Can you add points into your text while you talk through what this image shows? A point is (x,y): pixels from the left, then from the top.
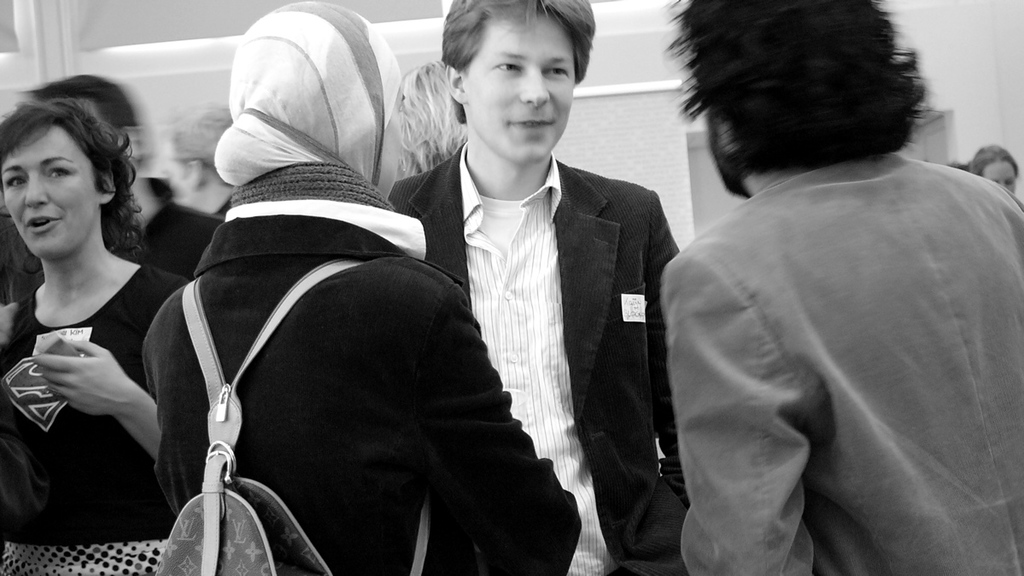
In this image I can see group of people (102,252) standing. The person (481,336) in front (449,332) wearing a bag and the image is in black and white.
